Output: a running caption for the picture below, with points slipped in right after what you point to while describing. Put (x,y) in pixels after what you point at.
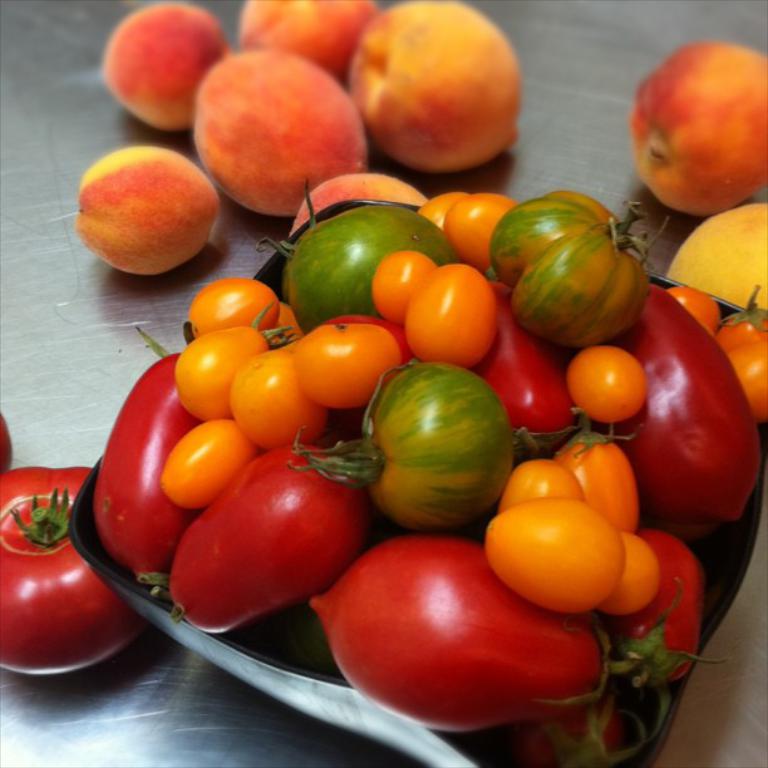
In the foreground of this image (529,509), there are tomatoes (431,490) in a black bowl (281,680) and a tomato (64,645) on the steel surface (101,698). On the top (498,53), there are peaches (508,81) on the steel surface (612,46).
